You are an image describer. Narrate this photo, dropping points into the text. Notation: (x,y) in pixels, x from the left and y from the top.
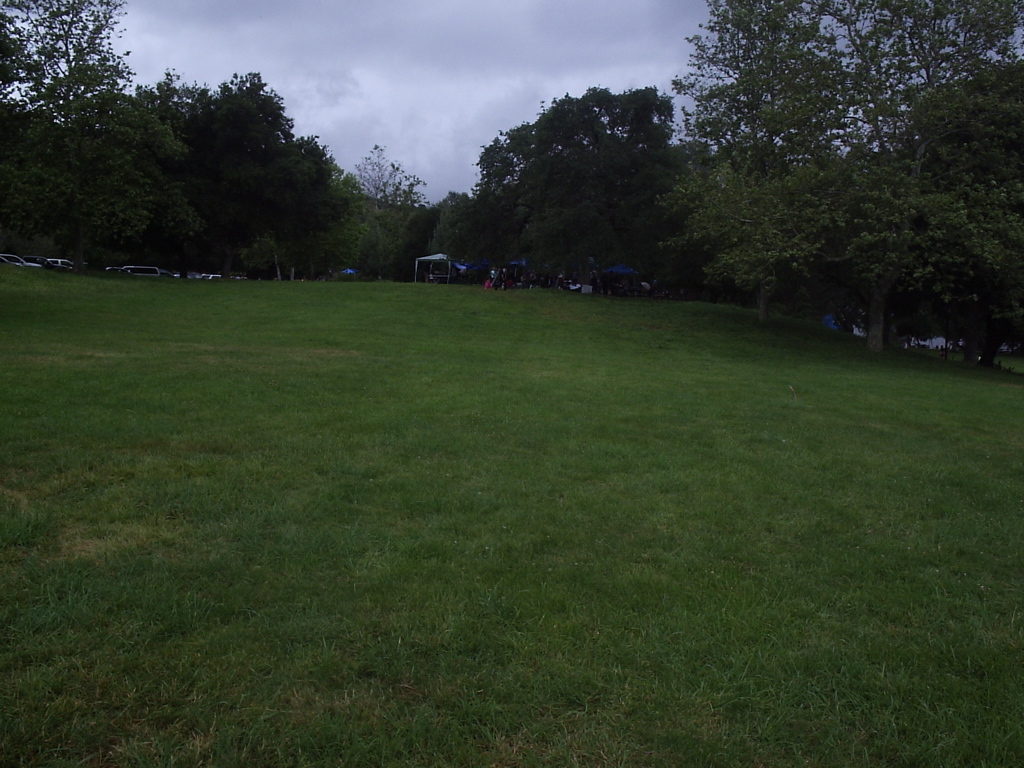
In this image we can see grass (666,417) on the ground (723,562). In the back (713,181) there are trees (537,180). Also there are vehicles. And there is sky (419,94) with clouds (491,61).
